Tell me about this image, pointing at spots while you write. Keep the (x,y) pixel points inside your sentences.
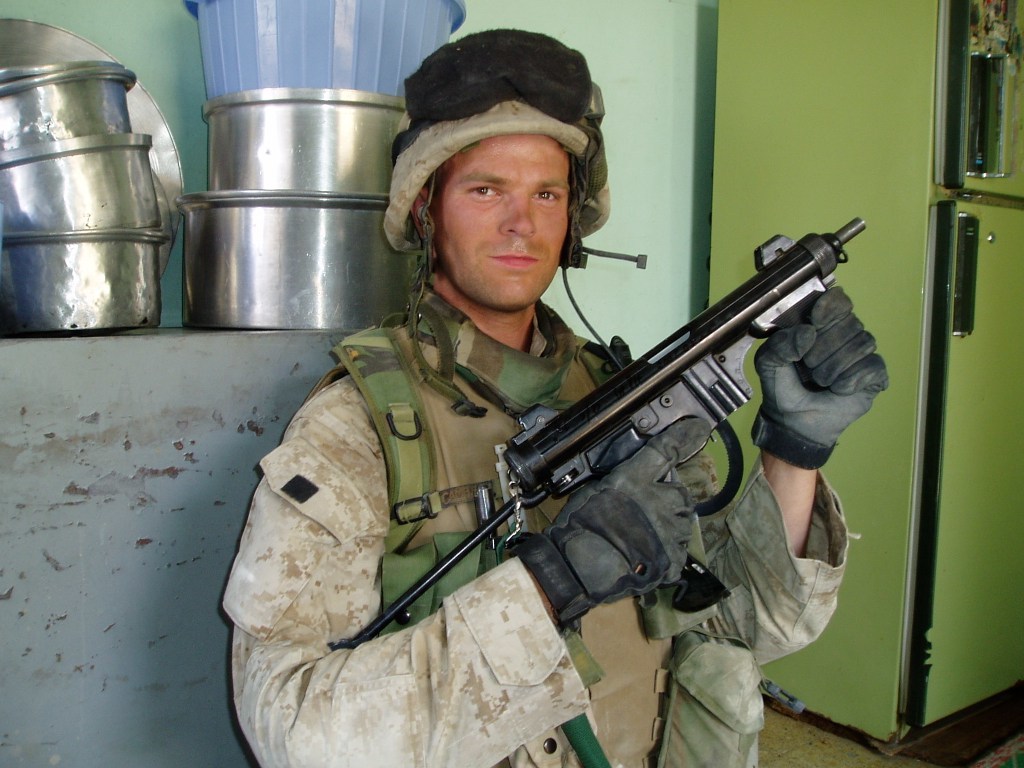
This image is taken indoors. In the background (642,177) there is a wall (190,175). On the right side of the image (927,411) there is a refrigerator (884,525). On the left side of the image (146,477) there is a table (103,537) and there are a few vessels (151,201) on the table (100,449). There is a tub (308,33). In the middle of the image (495,393) a man (495,393) is standing and he is holding a gun (556,442) in his hands (633,471).
